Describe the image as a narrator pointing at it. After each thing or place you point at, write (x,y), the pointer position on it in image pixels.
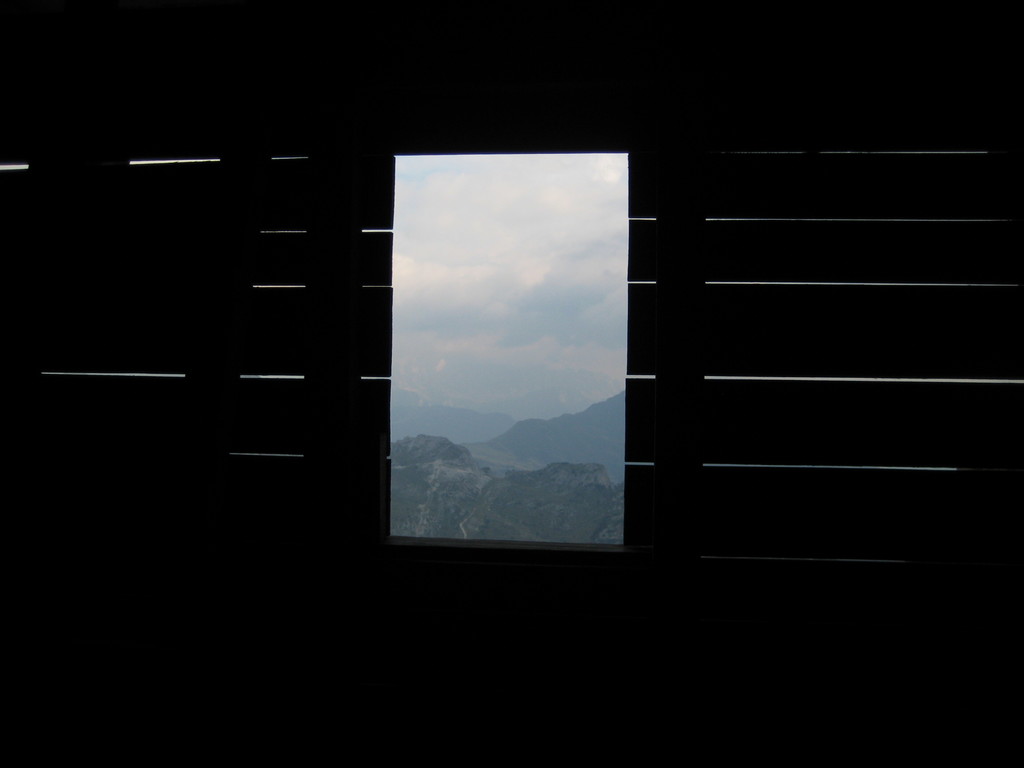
In this image I can see a window (397,289) in the front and through the window (390,495) I can see mountains (502,447), clouds (442,329) and the sky (505,294).
